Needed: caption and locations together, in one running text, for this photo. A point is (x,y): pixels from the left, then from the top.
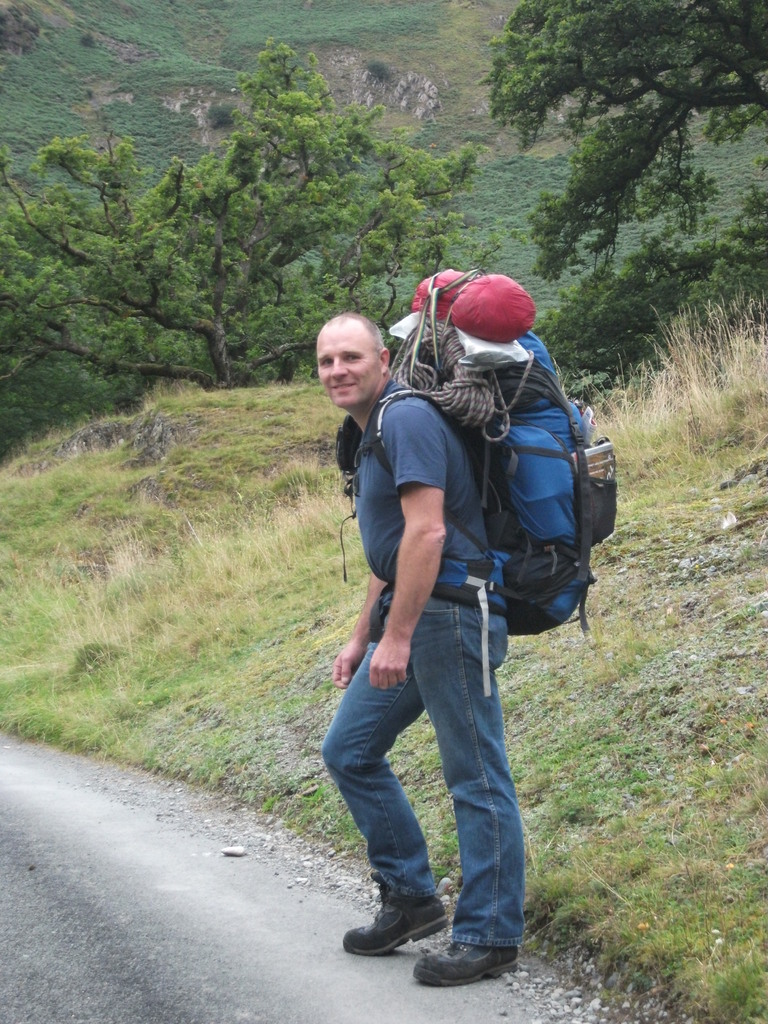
A person (425,968) is standing on a road (381,990) wearing a travel bag (530,447) on his shoulders (426,410), beside him there are trees (319,157) and mountains (185,110) and grass (194,614) too.
